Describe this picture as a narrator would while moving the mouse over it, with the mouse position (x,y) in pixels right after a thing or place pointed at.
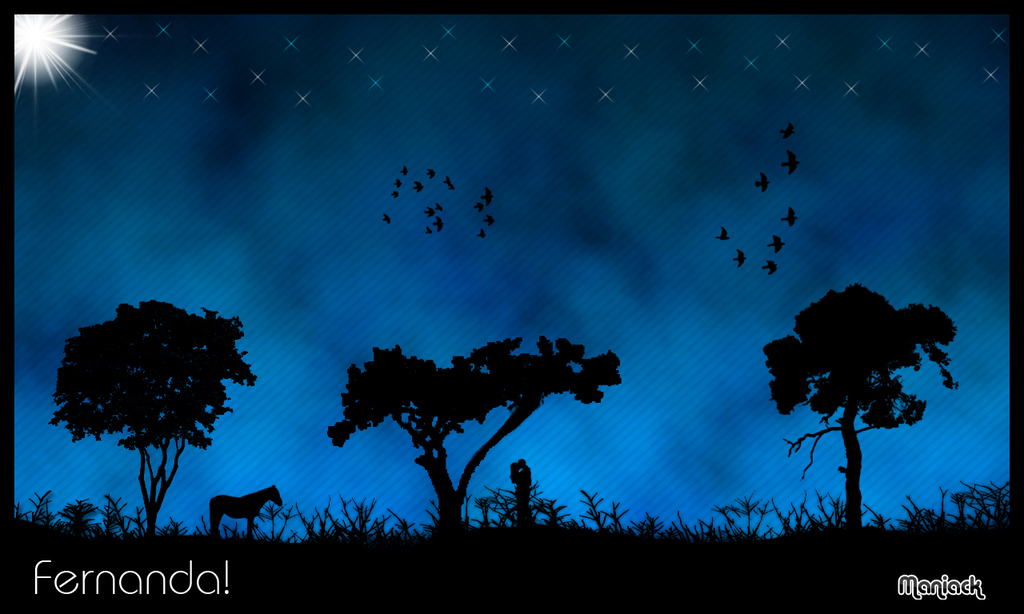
This is an animated image, there is the sky (547,277), there are stars (47,59) in the sky (436,56), there are birds (492,226) flying, there are trees (530,393), there are plants (420,532), there is a man (527,486) standing, there is a woman (512,485) standing, there is a horse (258,496), there is text (161,586) towards the bottom of the image (935,590).
